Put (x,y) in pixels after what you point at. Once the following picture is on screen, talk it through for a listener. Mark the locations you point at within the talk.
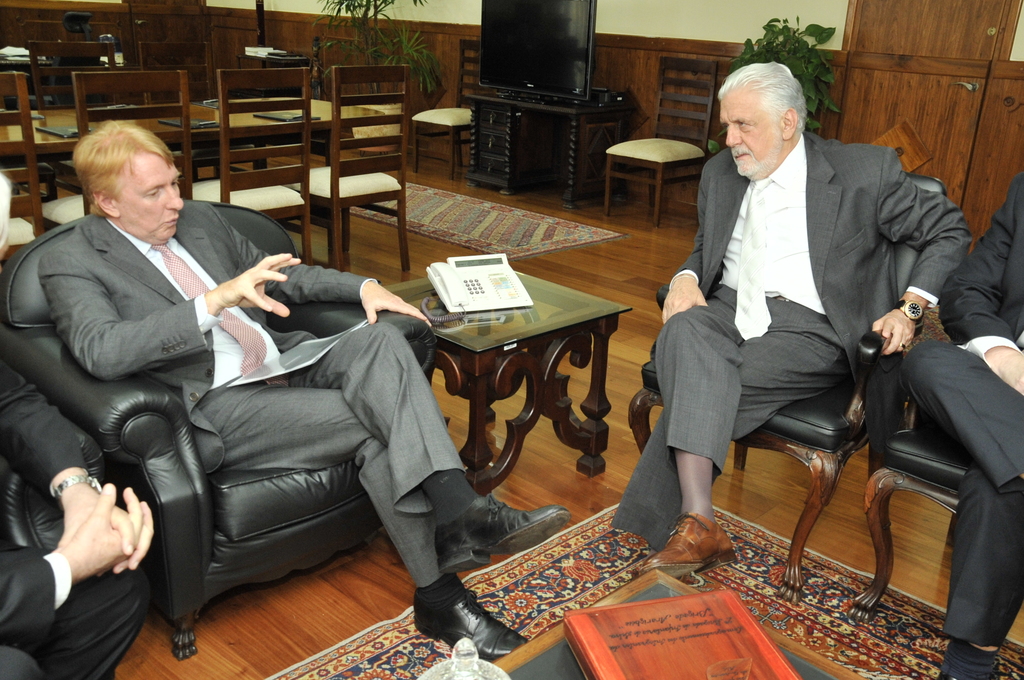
On the left side (235,430) a man (263,412) is sitting on the sofa (322,548) and talking. This person (248,331) wore coat (159,329), tie (284,377), shirt (231,377), trouser (284,444), shoes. In the middle (487,298) there is a telephone (500,293) in white color on the glass table (540,285). on the right side (755,119) an old man (737,122) is sitting and listening to him.
